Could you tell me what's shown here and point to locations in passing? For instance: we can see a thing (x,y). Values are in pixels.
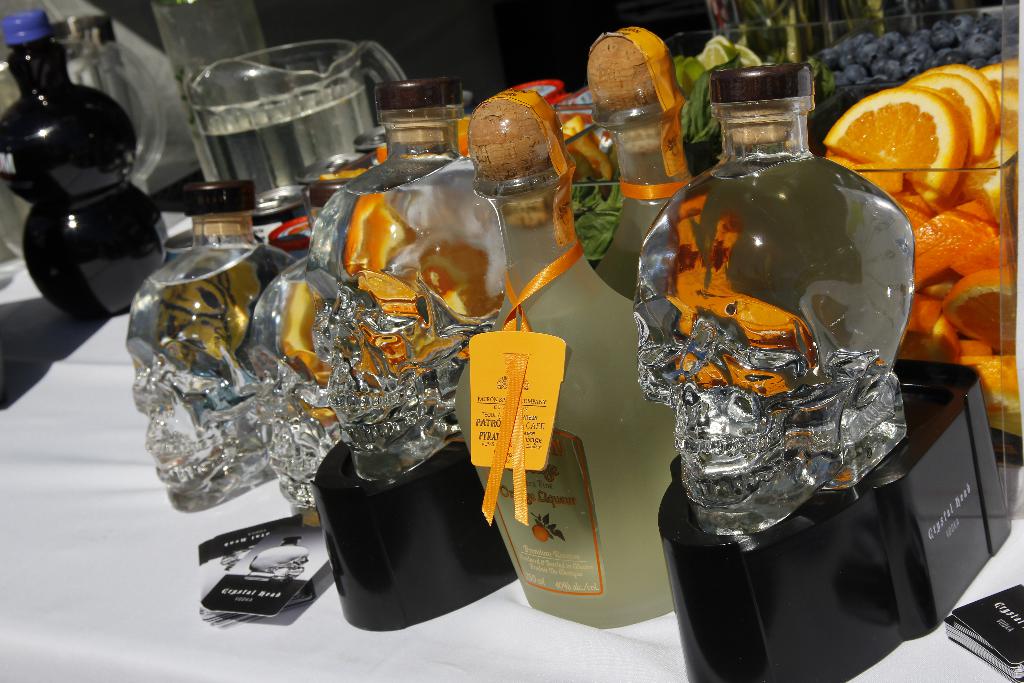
In this image I can see a glass bottle (548,291) oranges (942,137), blueberries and some glass items (201,256) on the table (72,509). The table (100,516) is covered with a white cloth (73,533). I can see a skull (189,384) made with a glass (204,371). On the bottle (585,288) there is a ribbon (566,227) attached to it.
